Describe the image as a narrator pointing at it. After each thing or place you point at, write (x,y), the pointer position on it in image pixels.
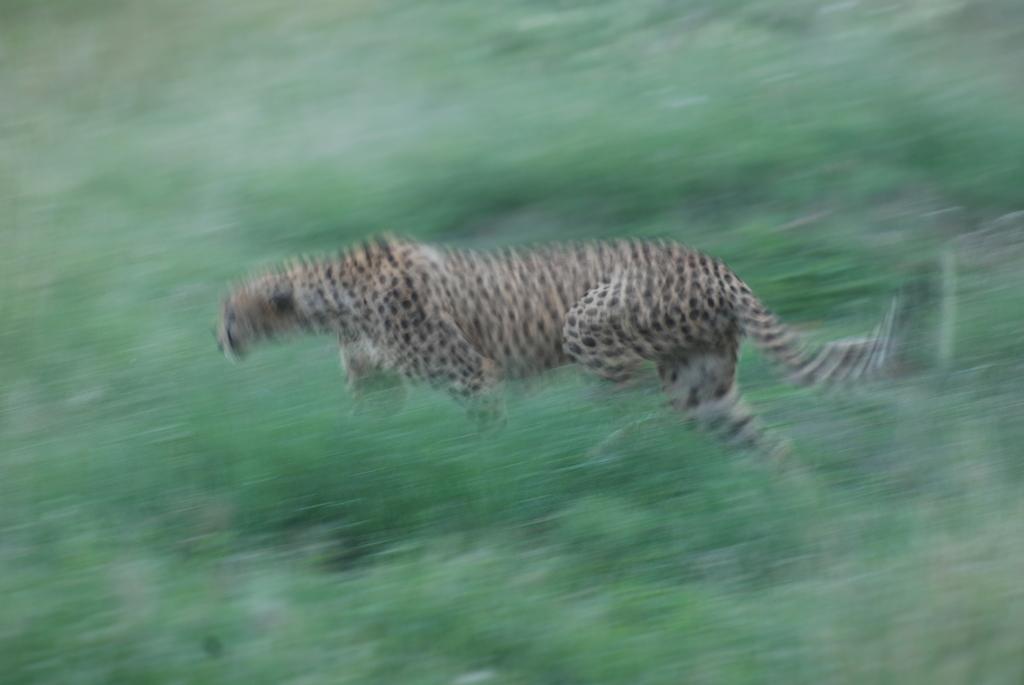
In this image I can see a cheetah (564,319) running. This is a blurred image.
